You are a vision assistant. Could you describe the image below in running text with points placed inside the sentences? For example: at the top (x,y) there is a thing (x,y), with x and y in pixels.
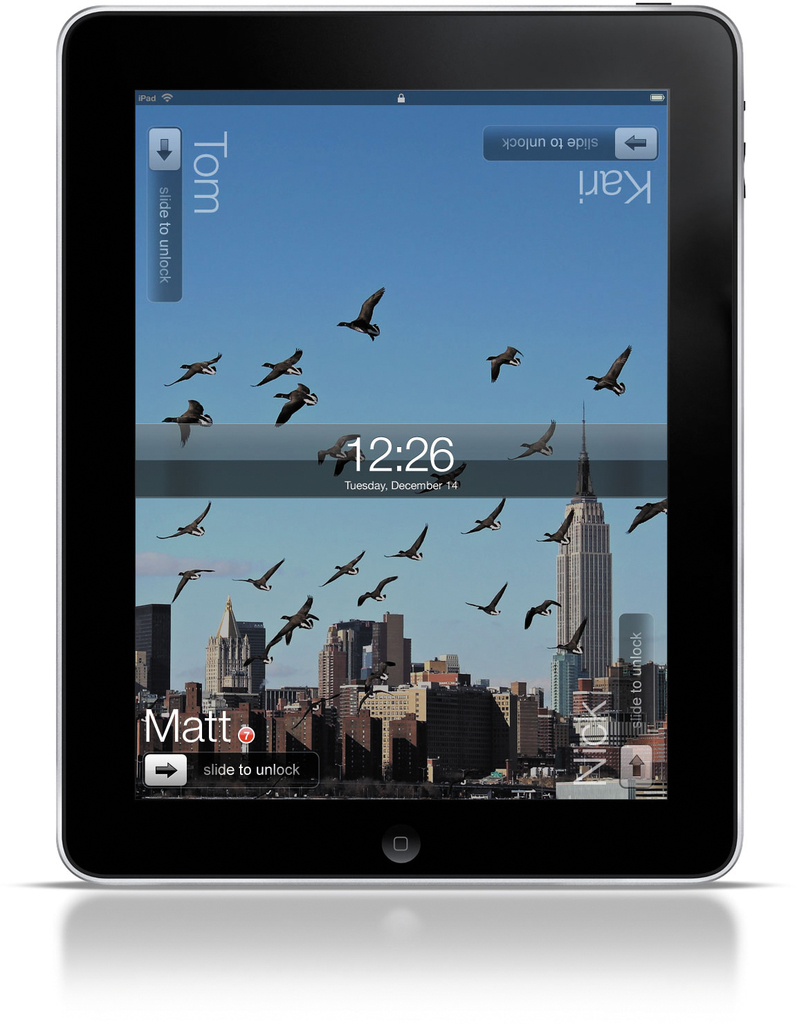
In this picture we can see a tab (82,860), on this tab (119,881) we can see buildings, birds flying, sky (166,378) and some text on it.
